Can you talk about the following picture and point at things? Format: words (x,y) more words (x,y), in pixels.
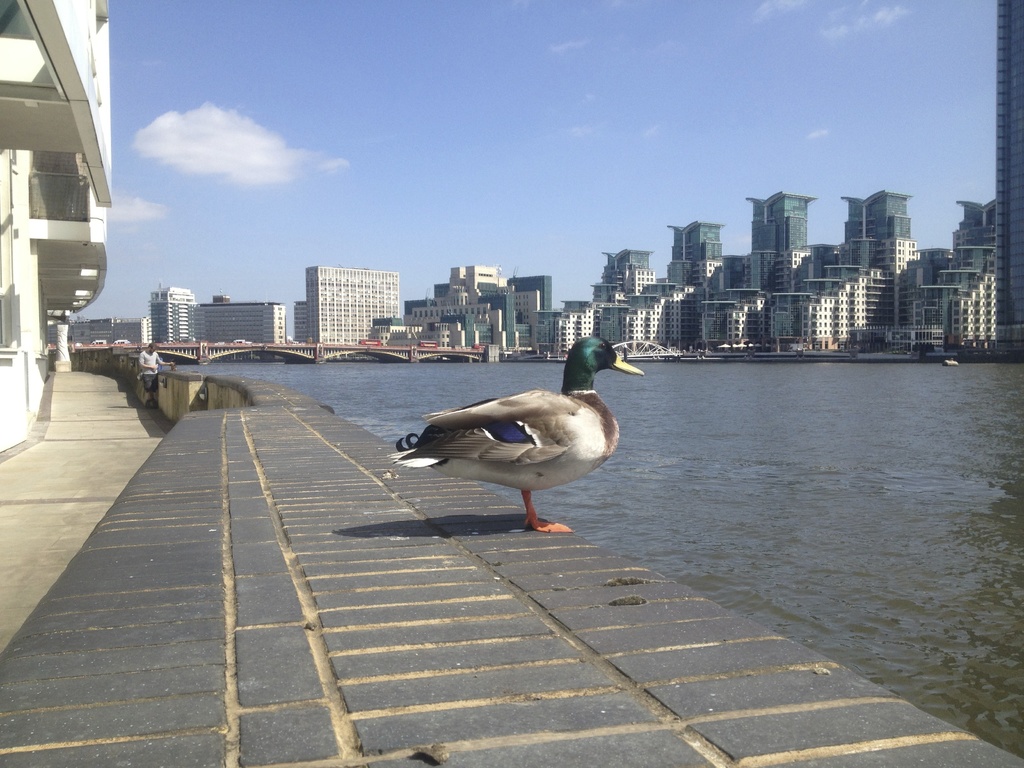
In this picture I can see number of buildings (337,283), water (835,510), a duck (561,440) and a person (142,371) standing, and in the background (386,91) there is a sky (438,70).
